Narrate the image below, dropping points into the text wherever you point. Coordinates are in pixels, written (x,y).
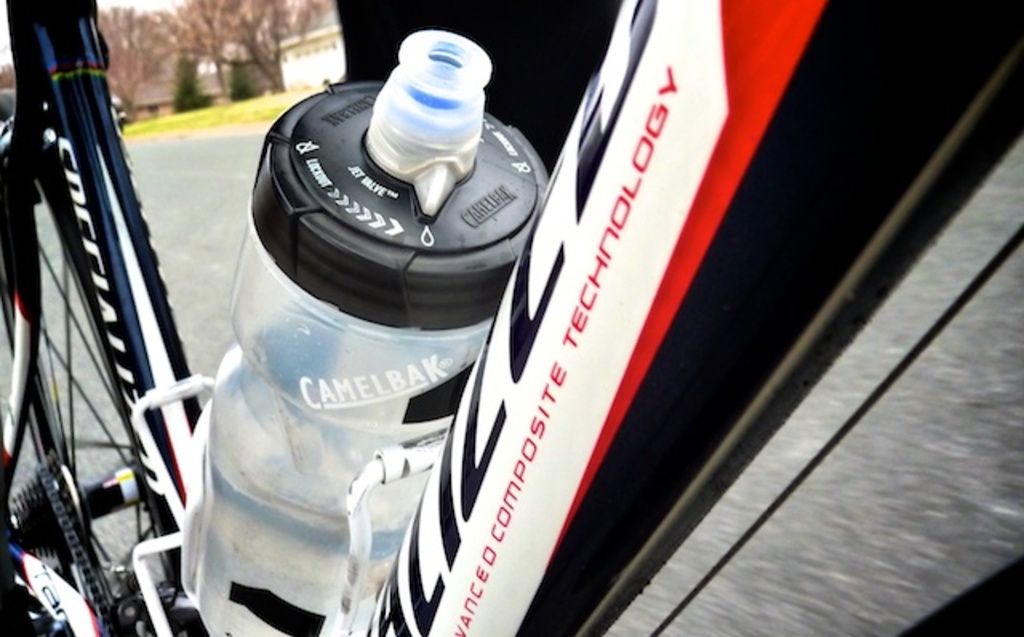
In this image, we can see a bicycle (587,244). There is bottle (416,433) in the middle of the image (392,244).
